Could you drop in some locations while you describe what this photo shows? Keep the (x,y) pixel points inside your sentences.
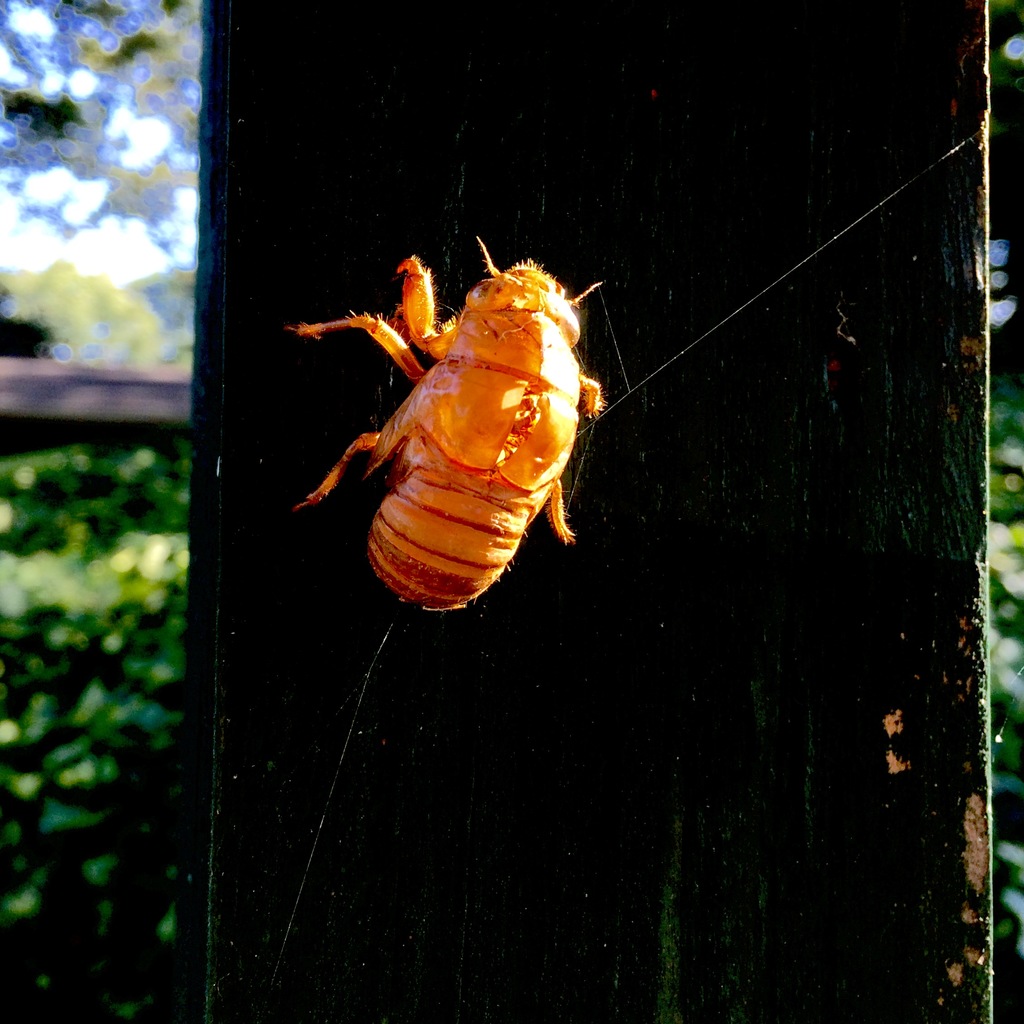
In this picture we can see a wooden pillar (763,746) in the front (714,737), there is an insect (481,378) on the pillar (747,746), in the background (139,699) we can see some plants (172,679), there is a blurry background (74,662).
